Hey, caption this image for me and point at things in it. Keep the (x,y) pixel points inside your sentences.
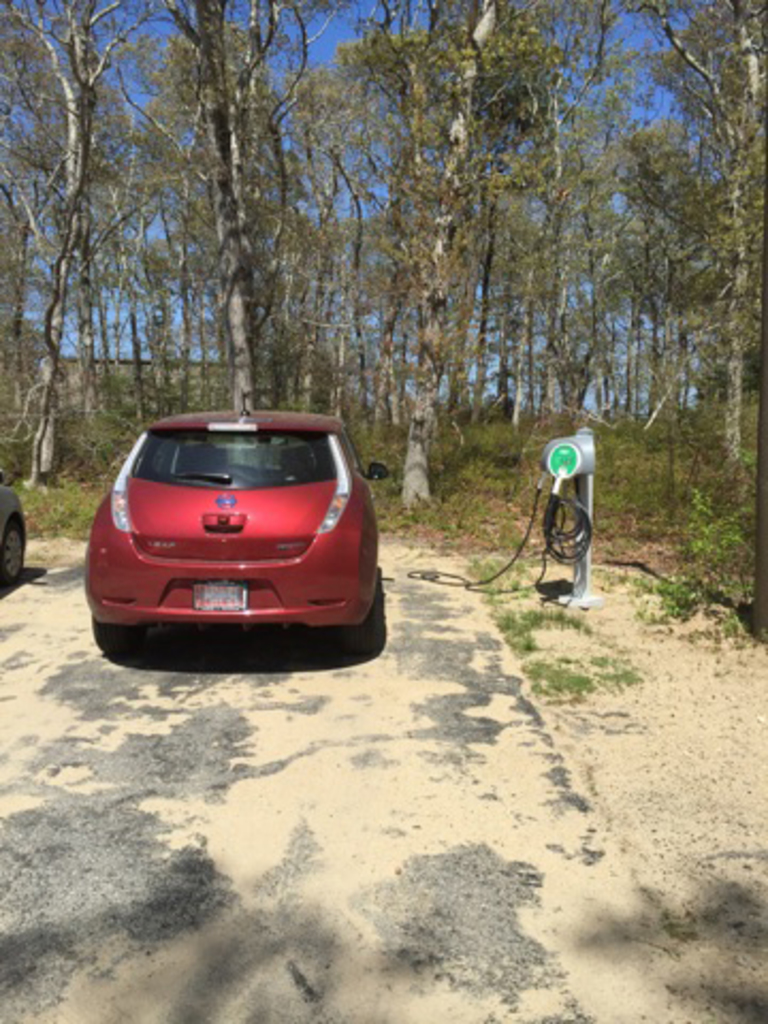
This picture shows a red color car (308,541) and we see trees (261,222) and another car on the side and we see grass (74,508) on the ground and a blue sky (67,354).
